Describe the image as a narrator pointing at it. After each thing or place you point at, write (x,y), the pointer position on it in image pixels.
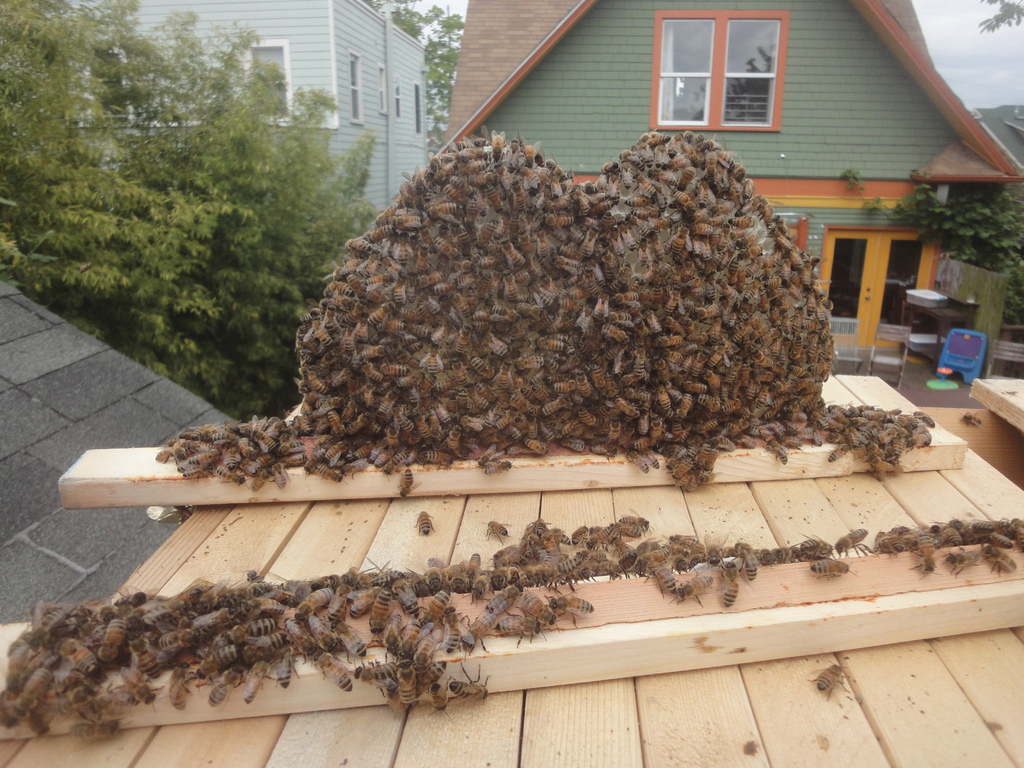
In the center of the image (535,397), we can see bees (561,334) on the wood (820,451) and in the background (564,96), there are buildings (611,110) and we can see trees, chairs (899,341) and some other objects (926,335). At the top (965,51), there is sky (965,61).
